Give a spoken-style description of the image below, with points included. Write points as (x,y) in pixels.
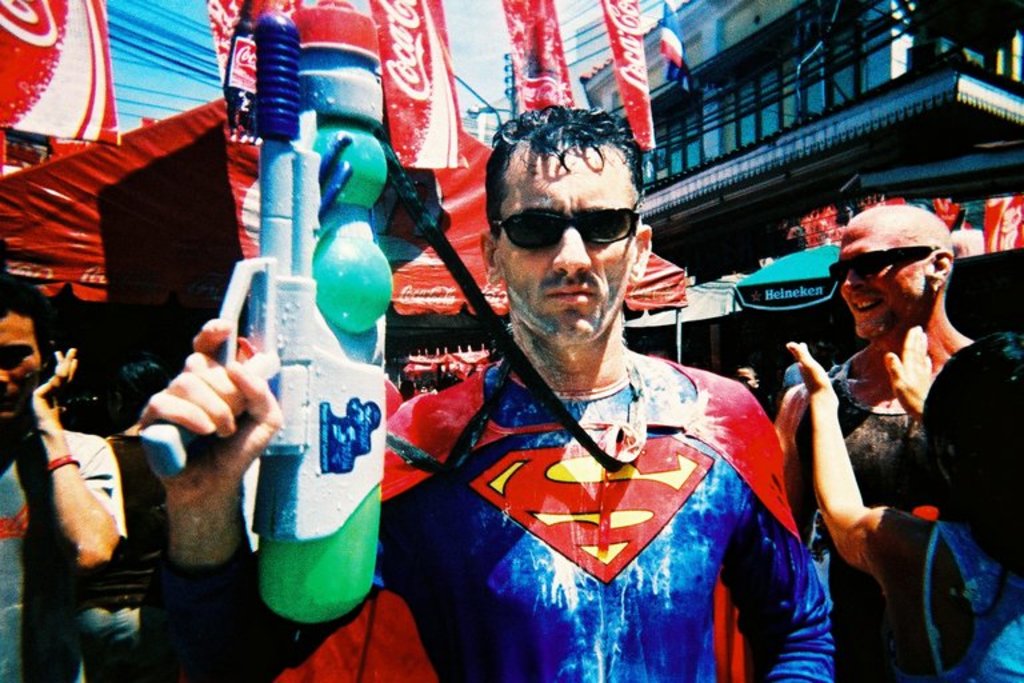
In this image we can see buildings (782,123), parasols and people (635,512) standing on the road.
